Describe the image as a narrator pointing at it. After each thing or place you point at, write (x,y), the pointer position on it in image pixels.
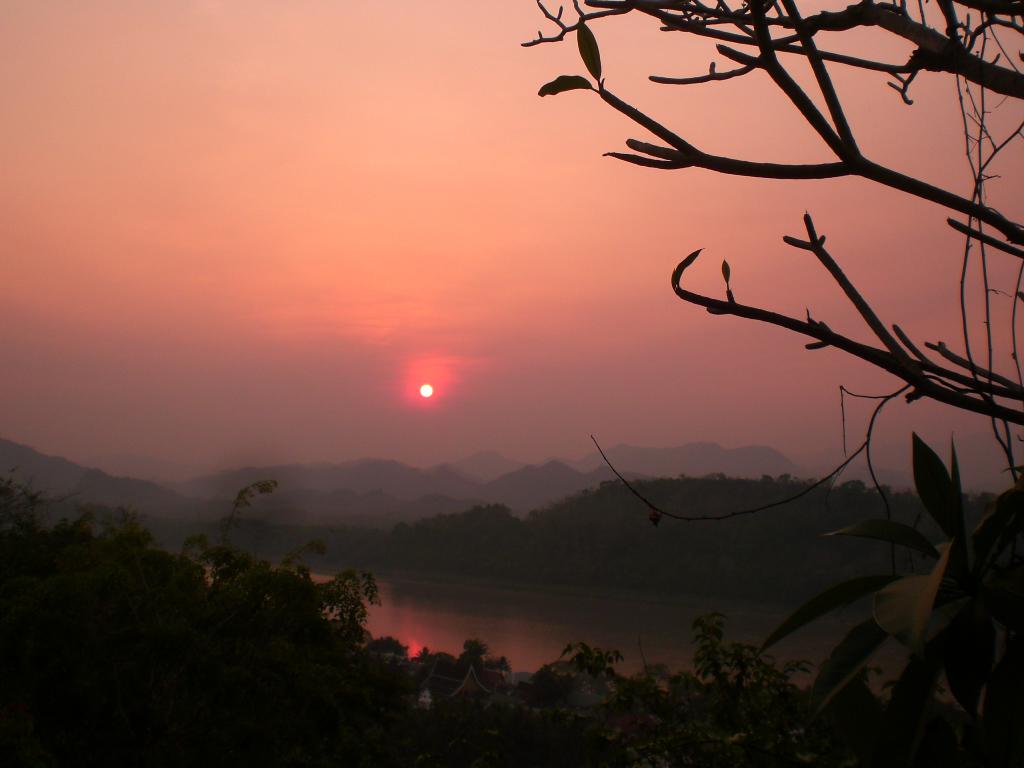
In this picture we can see trees (751,661), houses (481,683) and water (527,633). In the background of the image (290,448) we can see hills (32,480) and sky (509,244). On the right side of the image (911,537) we can see leaves (911,537) and branches (821,168).
